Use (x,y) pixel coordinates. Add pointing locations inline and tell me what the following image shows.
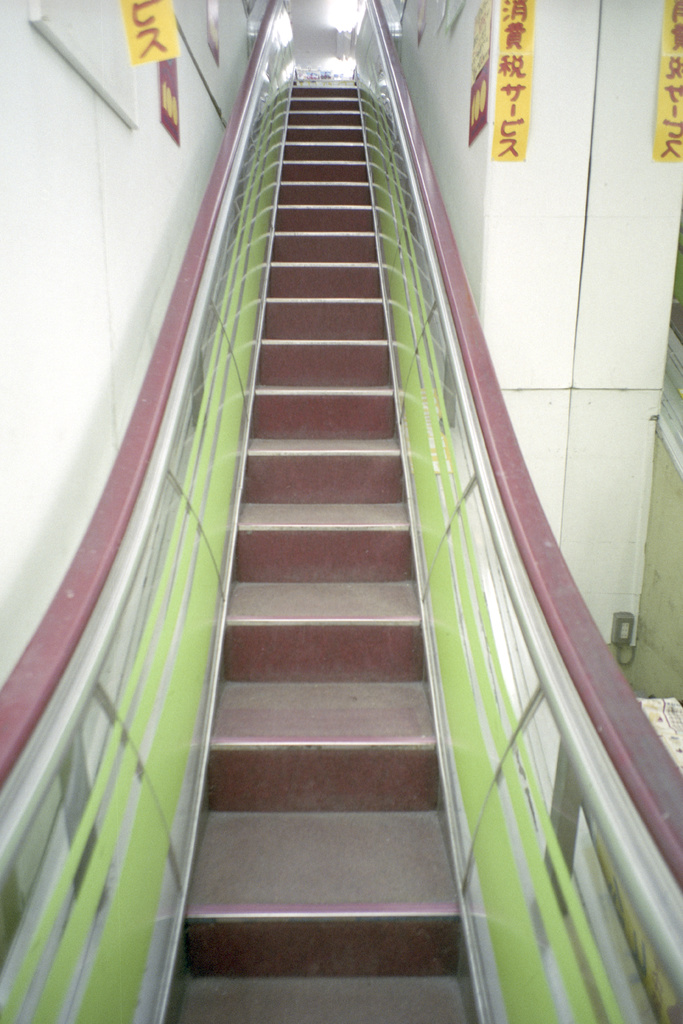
In this image there are steps (331,648), on either side of the steps (344,946) there is a wall (490,168).
